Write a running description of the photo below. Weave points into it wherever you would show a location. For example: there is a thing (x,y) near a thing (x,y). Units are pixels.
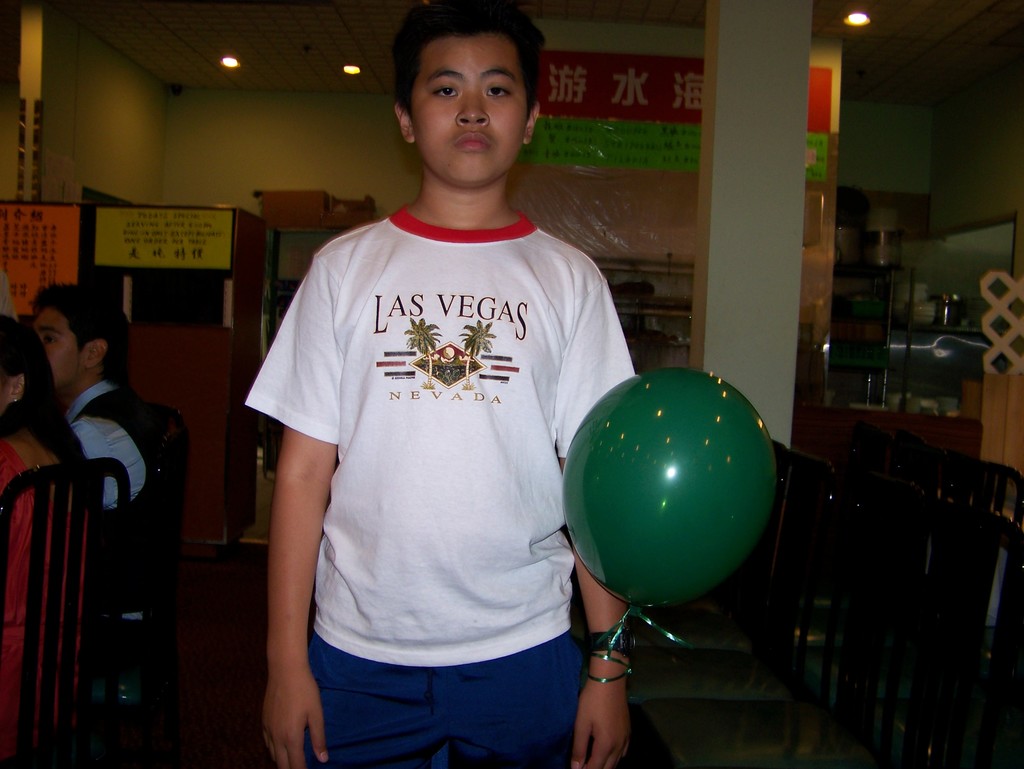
In this picture there is a boy (586,322) in the center of the image (612,381), by holding a balloon (671,576) in his hand (600,643), there are people (111,497) those who are sitting on the chairs (52,614) on the left side of the image (149,581) and there are chairs (897,454) on the right side of the image (906,442) and there posters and a rack (865,292), which contains utensils (850,255) in the background area of the image (842,286), there are lamps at the top side of the image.
